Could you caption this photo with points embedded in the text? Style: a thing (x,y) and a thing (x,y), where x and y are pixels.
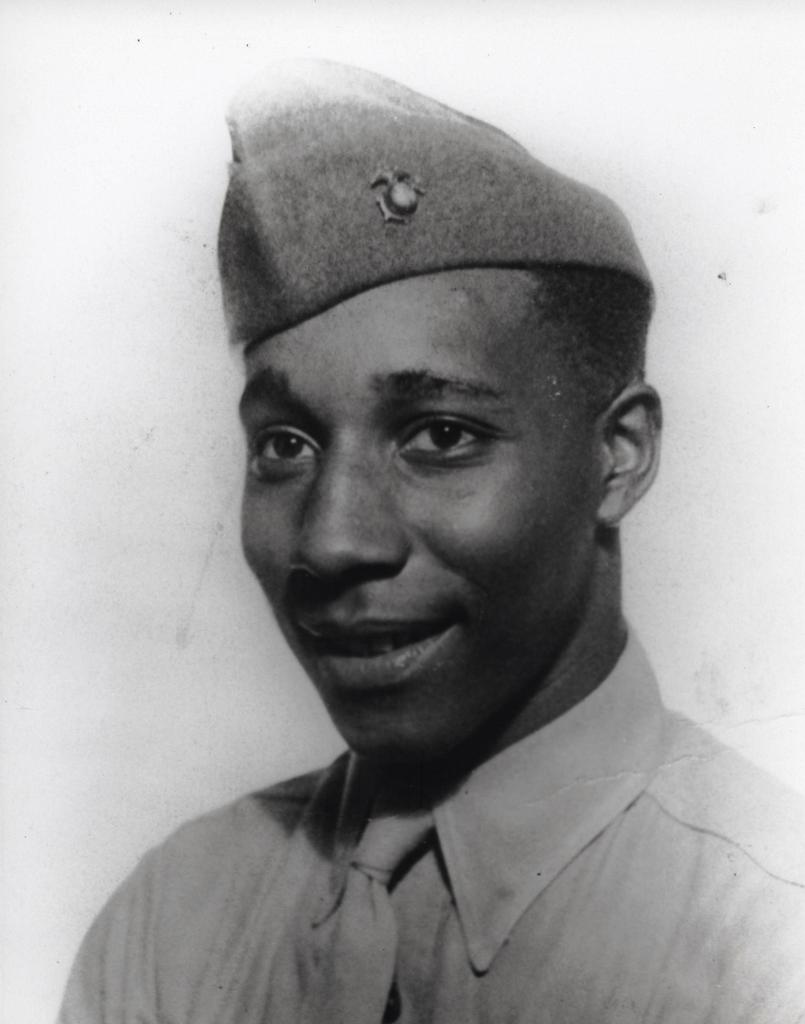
This is a black and white image. A person (453,767) is present wearing a shirt (585,820), tie (356,914) and a cap (362,223).
